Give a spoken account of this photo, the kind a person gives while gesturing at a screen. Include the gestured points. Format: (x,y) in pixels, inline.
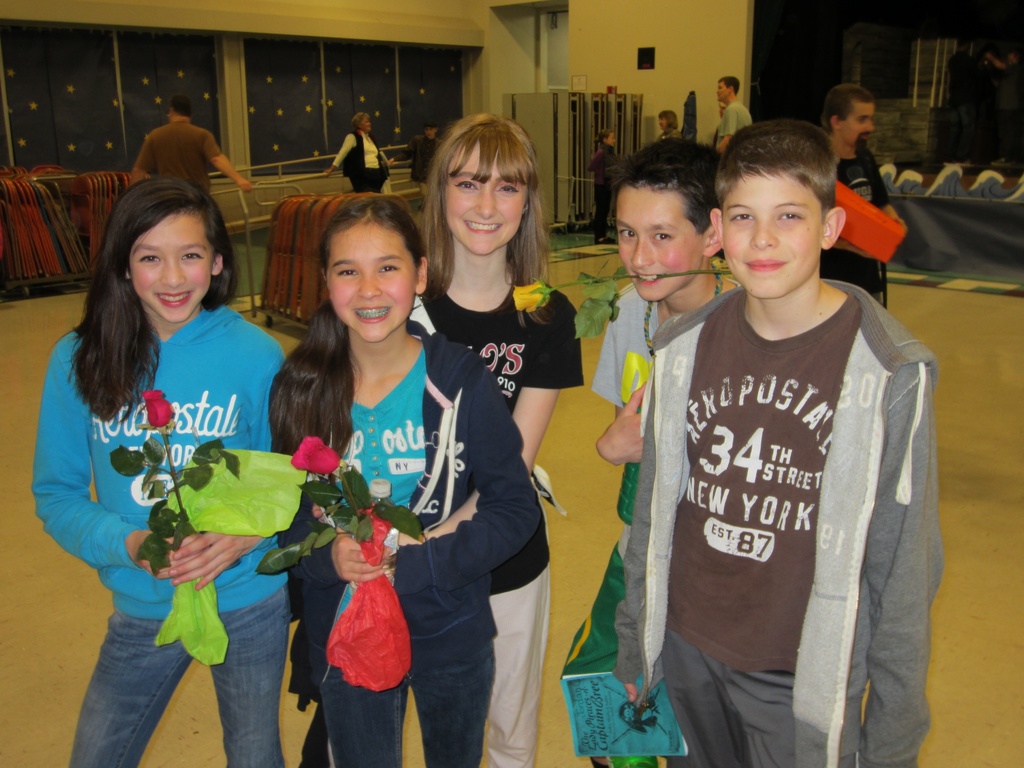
In this image we can see persons (515,520) with flowers (365,536) standing on the ground (540,766). In the background (90,258) there are persons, chairs (67,199), windows (290,114), switch board (652,48), door (567,50) and wall (696,39).
